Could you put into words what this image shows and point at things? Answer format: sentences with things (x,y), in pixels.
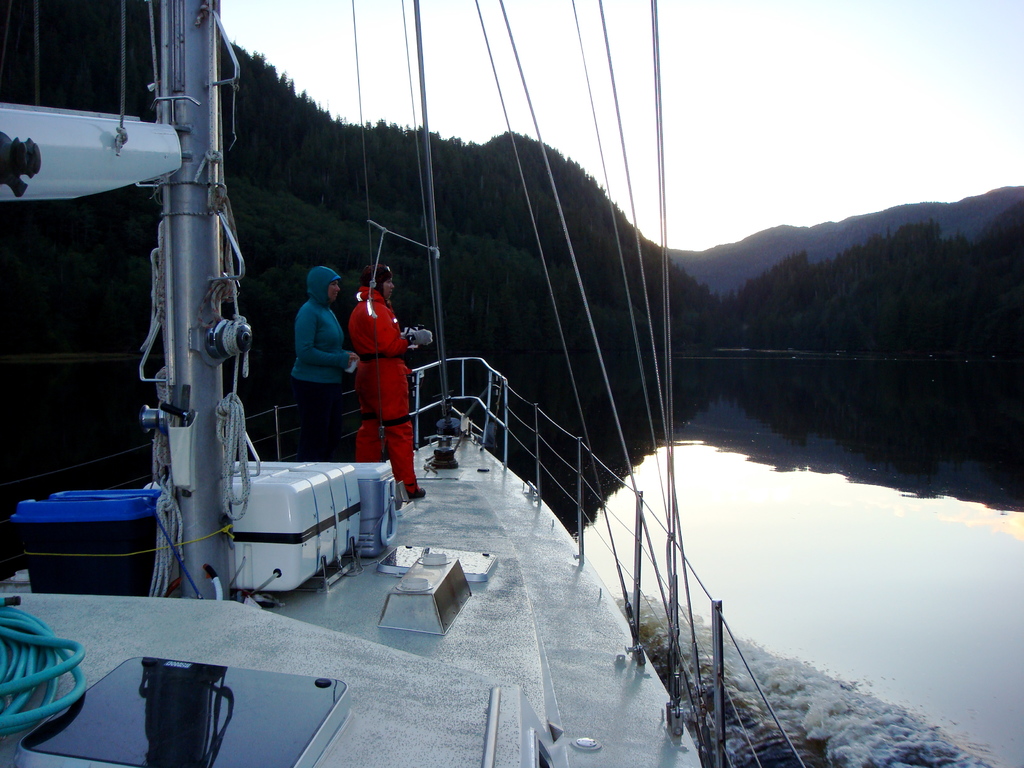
In this image I can see 2 people (373,441) standing in a ship (356,652). There are ropes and fence (679,549). There is water (903,450) and trees (583,278) at the back (986,285). There is sky (878,74) at the top (878,74).
